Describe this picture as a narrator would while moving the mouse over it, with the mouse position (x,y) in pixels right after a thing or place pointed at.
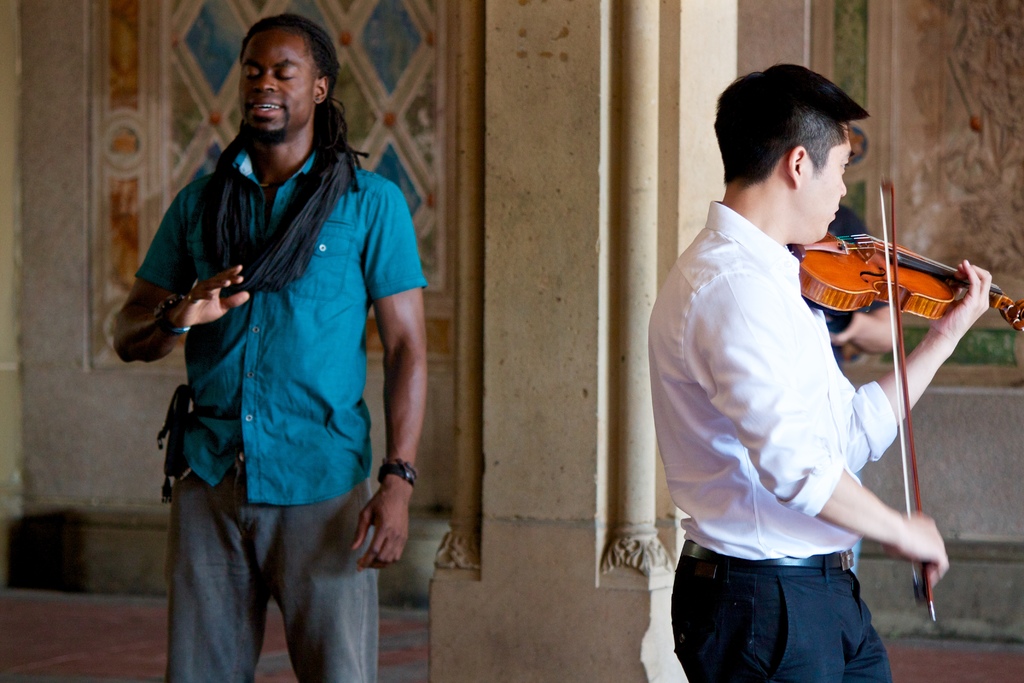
This picture shows a man (314,158) standing and another man (767,682) standing and playing violin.
